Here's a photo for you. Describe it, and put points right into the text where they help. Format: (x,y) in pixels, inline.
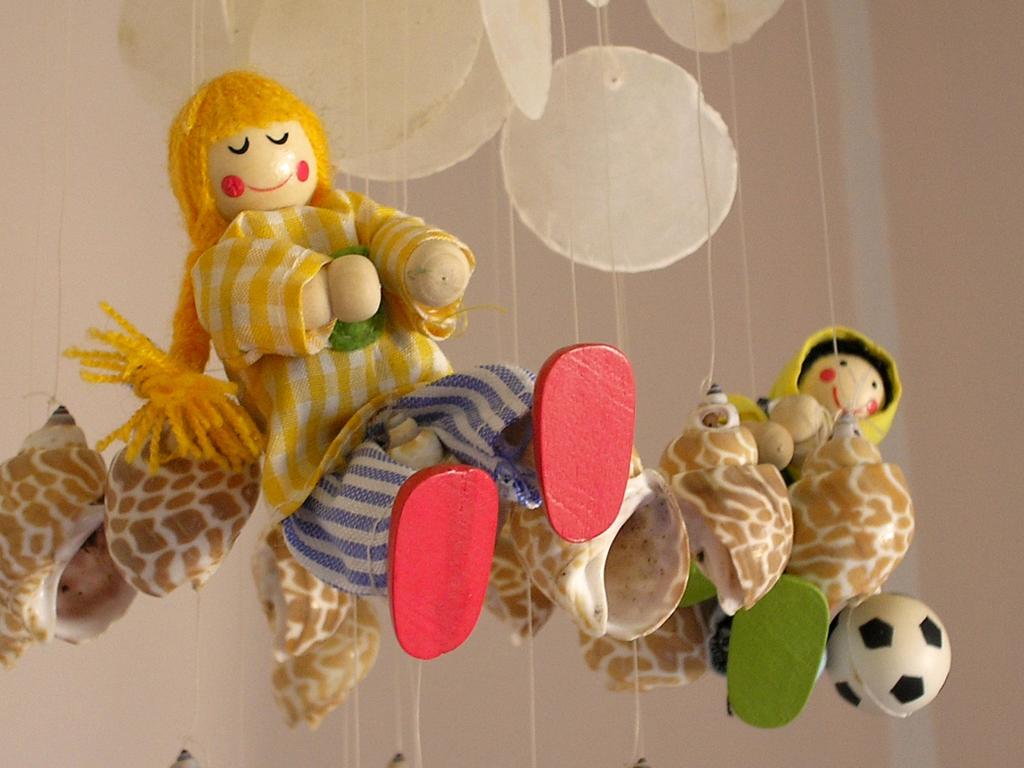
In this picture we can see few toys (287,265) and threads (827,230).
